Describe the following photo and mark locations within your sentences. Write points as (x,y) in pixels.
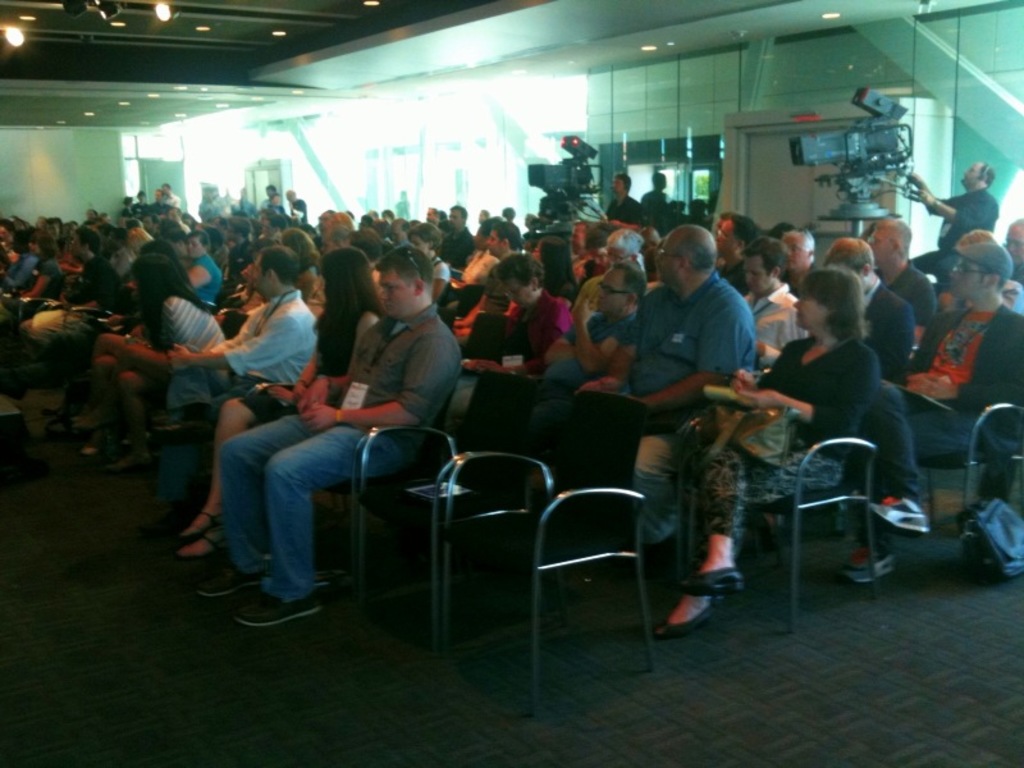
In this image I can see the floor (738,625), number of persons (634,374) are sitting on chairs (579,393) which are black in color and few persons (946,204) are standing holding cameras (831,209). In the background (184,97) I can see the ceiling (136,67) and few lights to the ceiling (189,58).
